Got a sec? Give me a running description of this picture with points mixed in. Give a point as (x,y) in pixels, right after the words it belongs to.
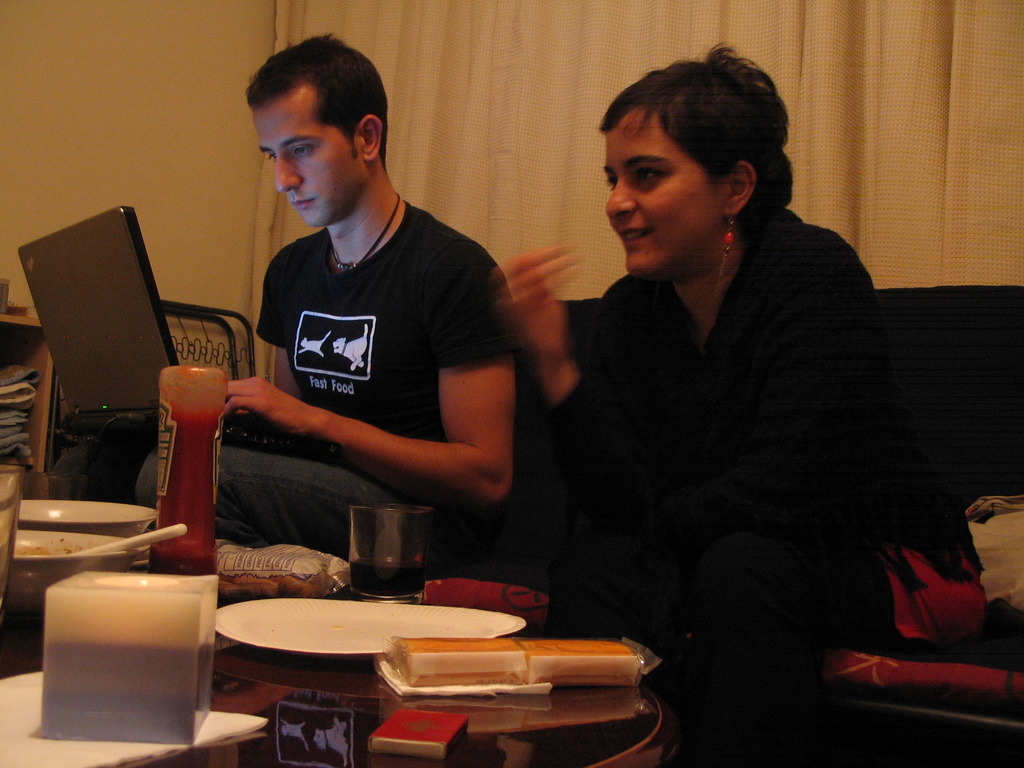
I can see in this image a man (509,350) and woman (671,425) are sitting on a couch (903,641) in front of a table (293,705). The man (284,372) is operating a laptop (112,351) and on the table (274,662) we have some objects (239,608) on it. In the background (491,85) I can see a curtain (482,73) and a wall (204,88).
